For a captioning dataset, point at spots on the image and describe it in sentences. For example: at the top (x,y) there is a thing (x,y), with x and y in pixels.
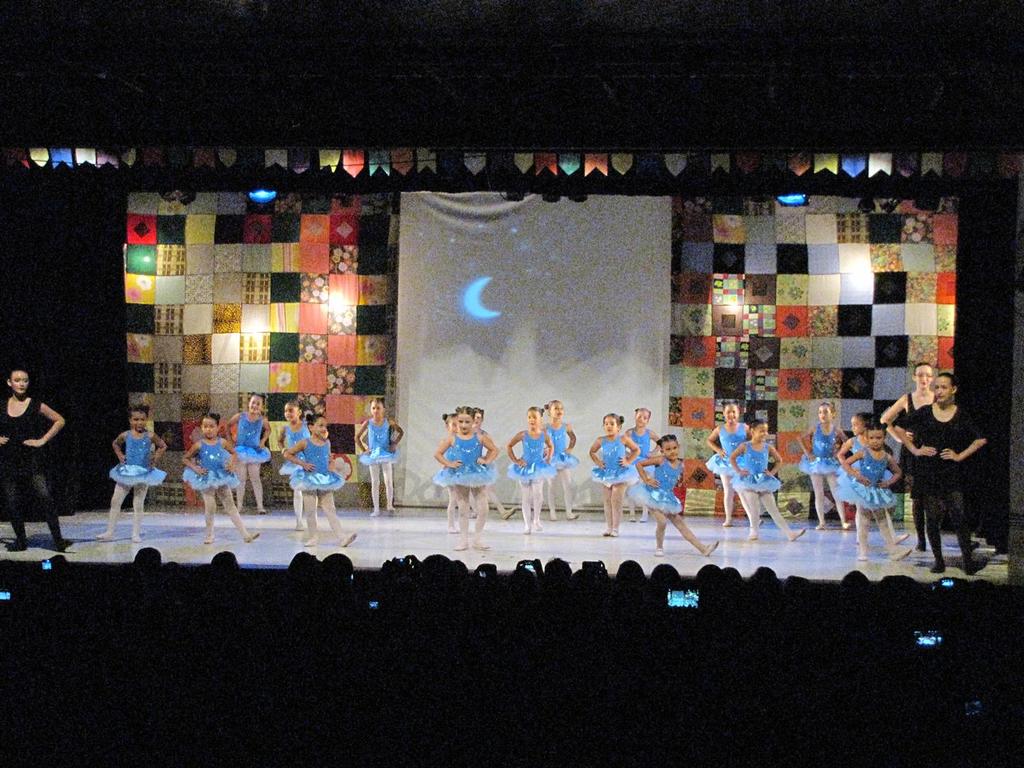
In the image, we can see kids (821,454) and few persons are on the stage (556,532) and doing perform. Background (586,273) we can see screen (491,356), curtains (798,315) and lights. At the bottom (495,751) and top of the image (560,145), we can see dark view. Here we can see few heads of people (637,623).
